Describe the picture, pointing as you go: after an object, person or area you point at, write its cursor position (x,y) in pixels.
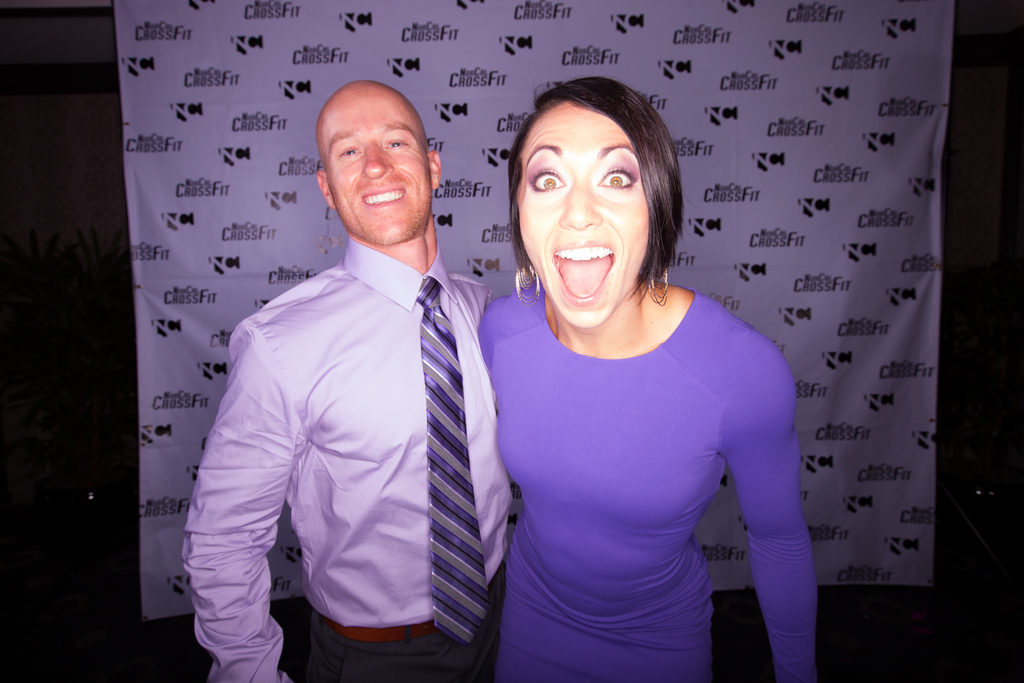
In this image at front (608,558) there are two persons (526,332) standing on the floor (754,618). Behind them there is a banner (208,155). At the back side (86,446) there are plants (100,330).
